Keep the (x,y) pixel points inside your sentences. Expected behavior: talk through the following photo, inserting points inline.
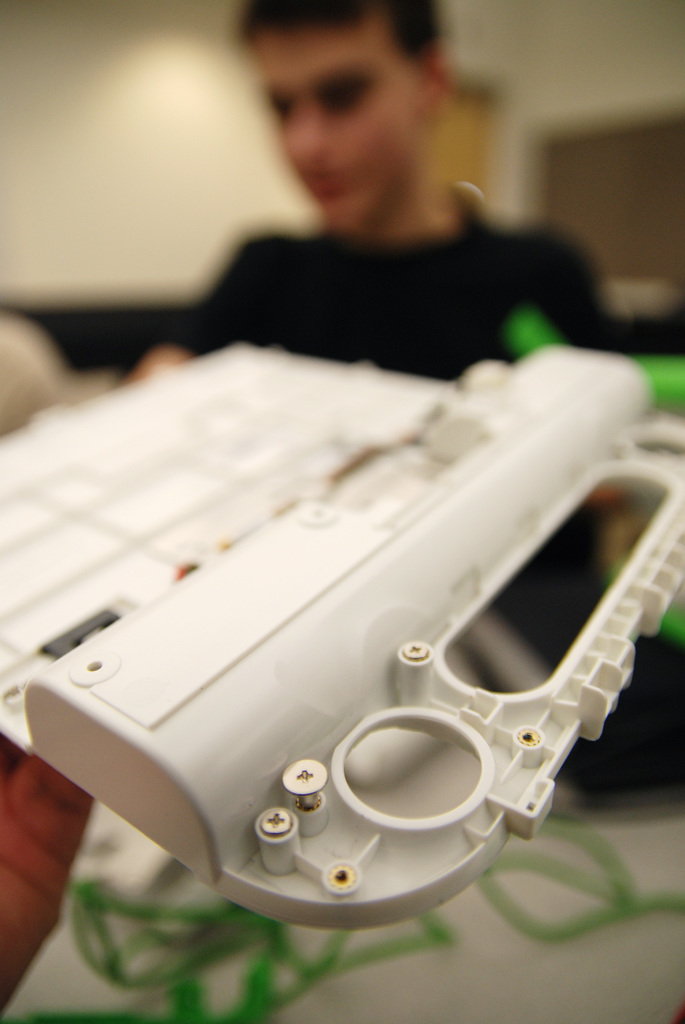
In the picture we can see a man (294,125) wearing a black dress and near to it there is a white color machine (401,647) and on the table (242,994) we can see some wires (274,964) which are green in color and in the background (578,94) we can see a wall (127,171) with a door (483,178).
